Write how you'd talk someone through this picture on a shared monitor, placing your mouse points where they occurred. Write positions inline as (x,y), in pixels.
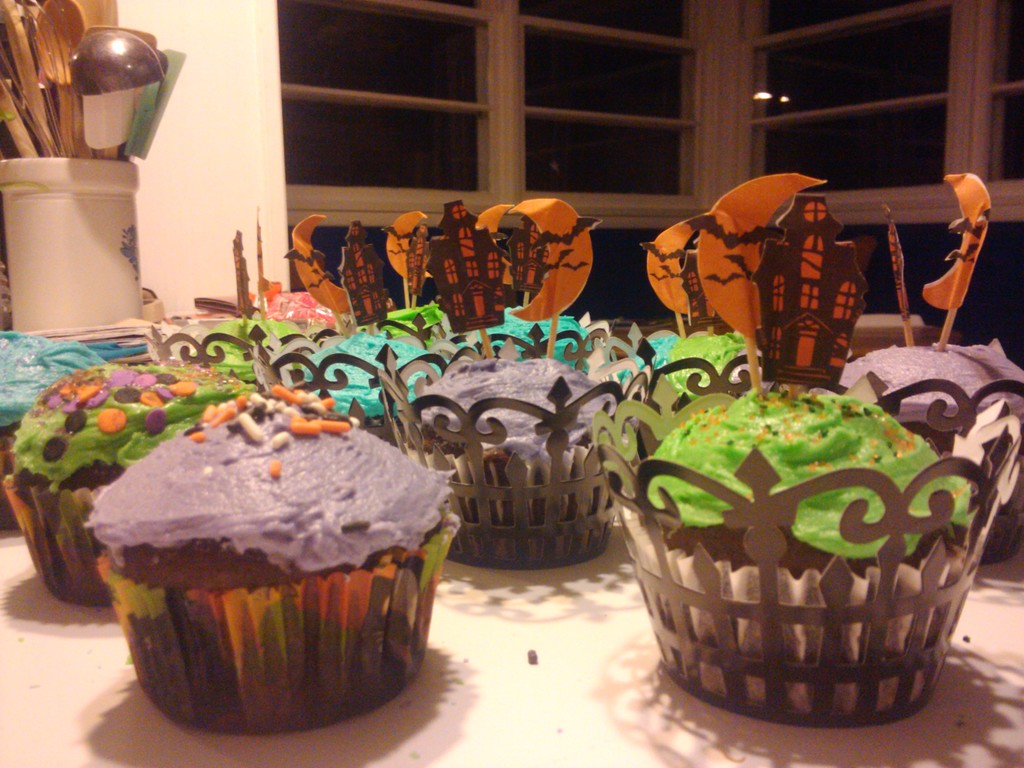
In this image I can see few cupcakes (443,437) in the front (728,440). On the top left side of this image (9,236) I can see a container (108,160) and in it I can see number of stuffs (78,76).
